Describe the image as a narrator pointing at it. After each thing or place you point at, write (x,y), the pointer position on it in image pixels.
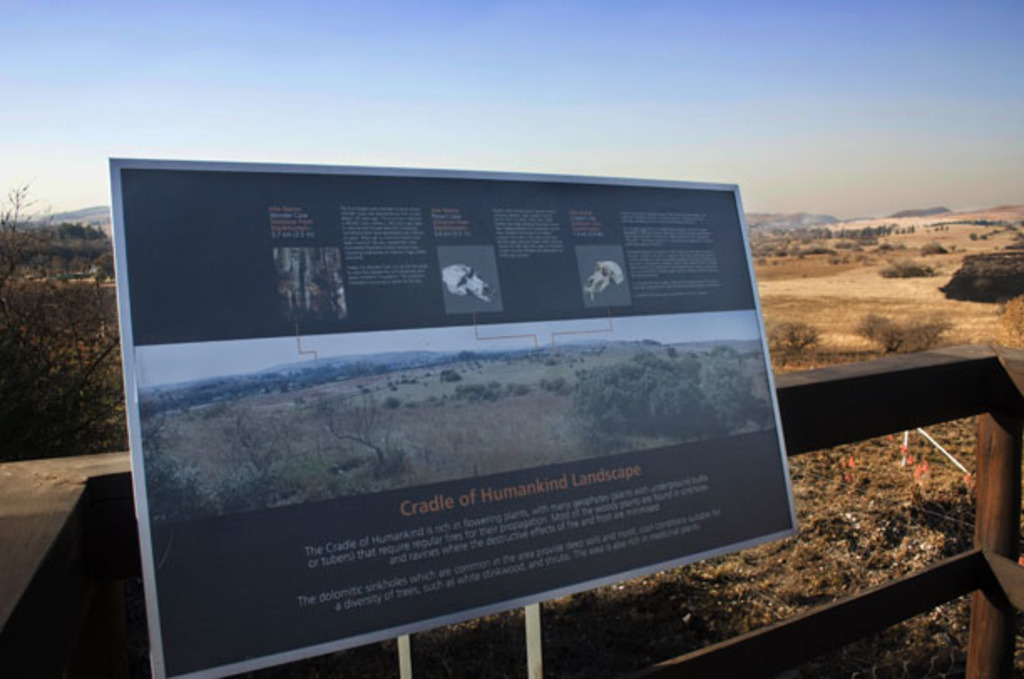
In this image we can see a sign board (518,250) mentioned the cradle of humankind landscape. In the background (47,50) we can see a wooden fence (1010,503), group of trees (54,319), mountains (765,221) and sky (718,139).
